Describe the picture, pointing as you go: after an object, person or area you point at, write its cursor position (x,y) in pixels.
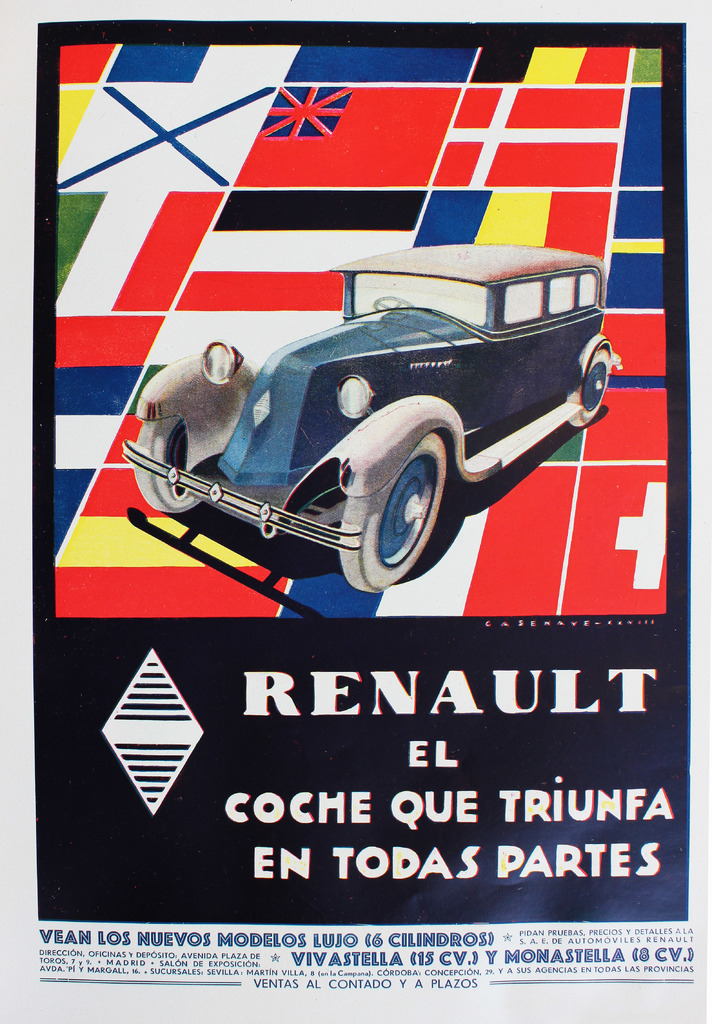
In this image, we can see a poster (606,646), on that poster (586,566) we can see a car (500,454), RENAULT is printed on the poster (186,739).
